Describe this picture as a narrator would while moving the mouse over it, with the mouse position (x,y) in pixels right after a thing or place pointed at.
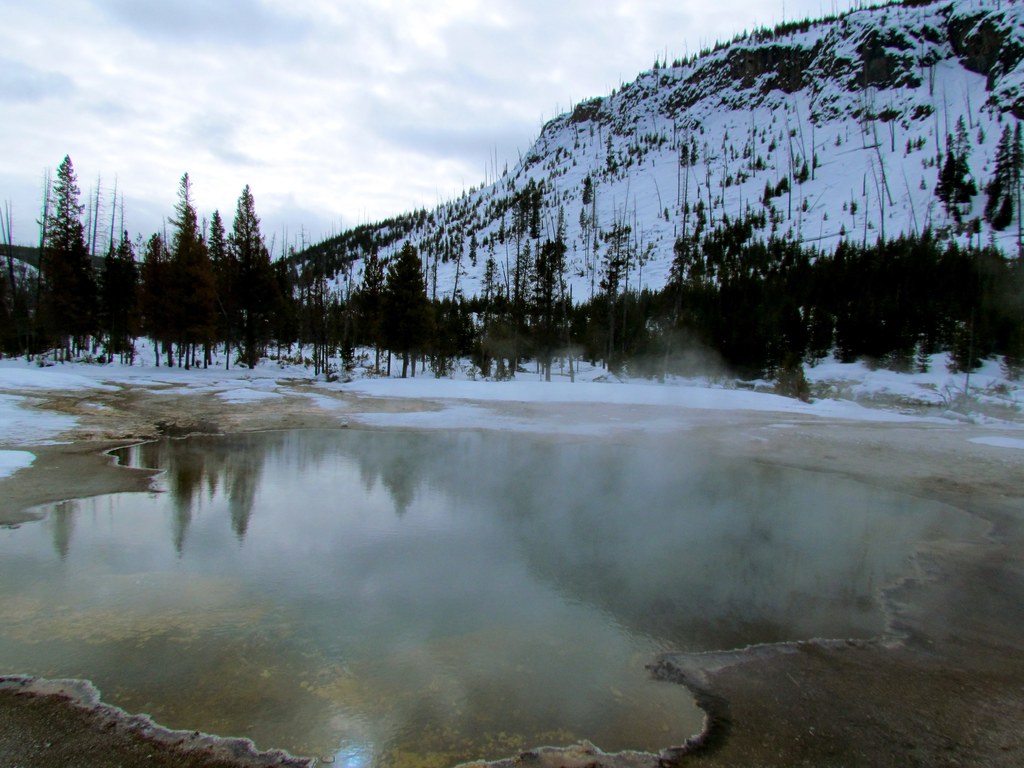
In the center of the image (549,508) there is water (549,508). In the background of the image (774,130) there is a snow mountain (637,254) and trees (335,259).
